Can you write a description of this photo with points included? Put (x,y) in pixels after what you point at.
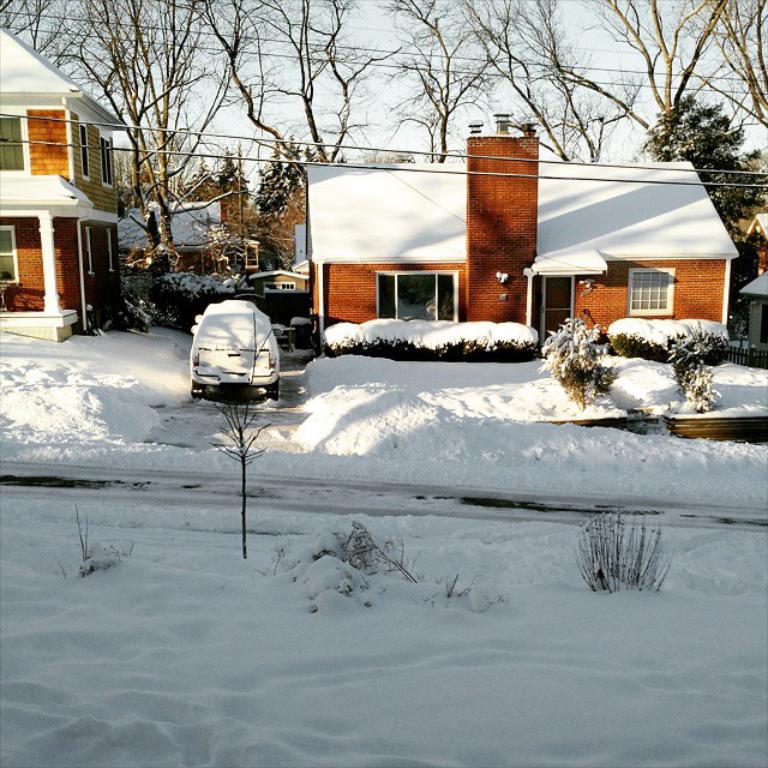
At the center of the image (386,278) we can see there are some buildings (406,249) and trees (250,234). In front of the building (48,250) there is a vehicle (206,367) covered with snow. In the background (463,52) there is a sky (478,54).
